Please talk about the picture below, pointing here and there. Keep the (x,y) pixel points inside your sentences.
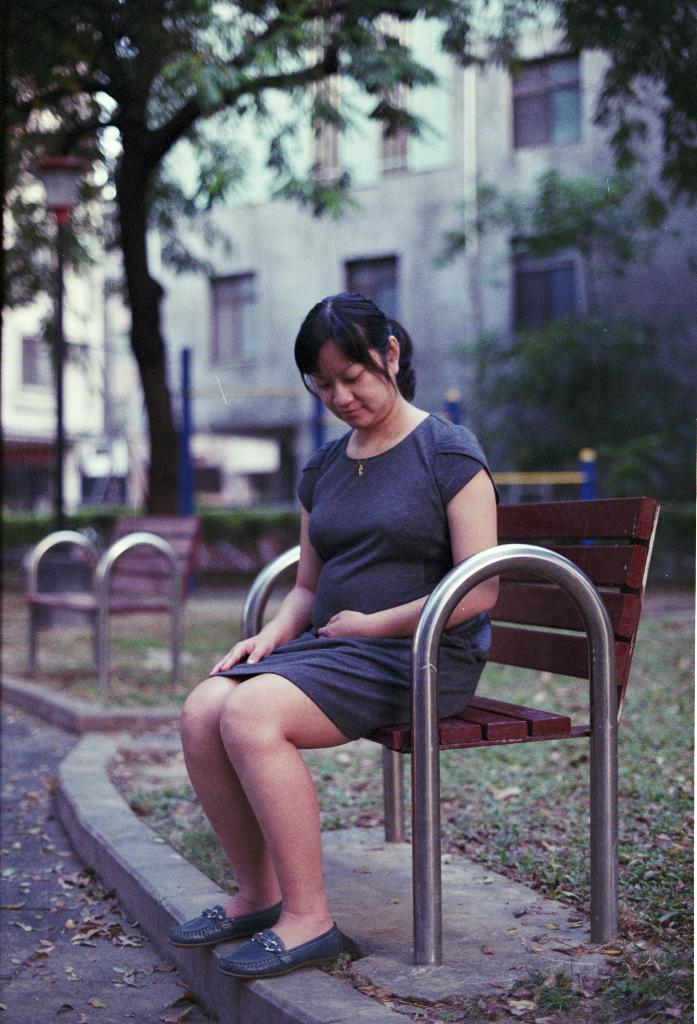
There are benches (422,619). On the bench (433,810) a lady (445,712) is sitting. On the ground (496,810) there is grass (504,801). In the back (205,163) there are trees (551,390) and building (406,202) with windows (235,292).
